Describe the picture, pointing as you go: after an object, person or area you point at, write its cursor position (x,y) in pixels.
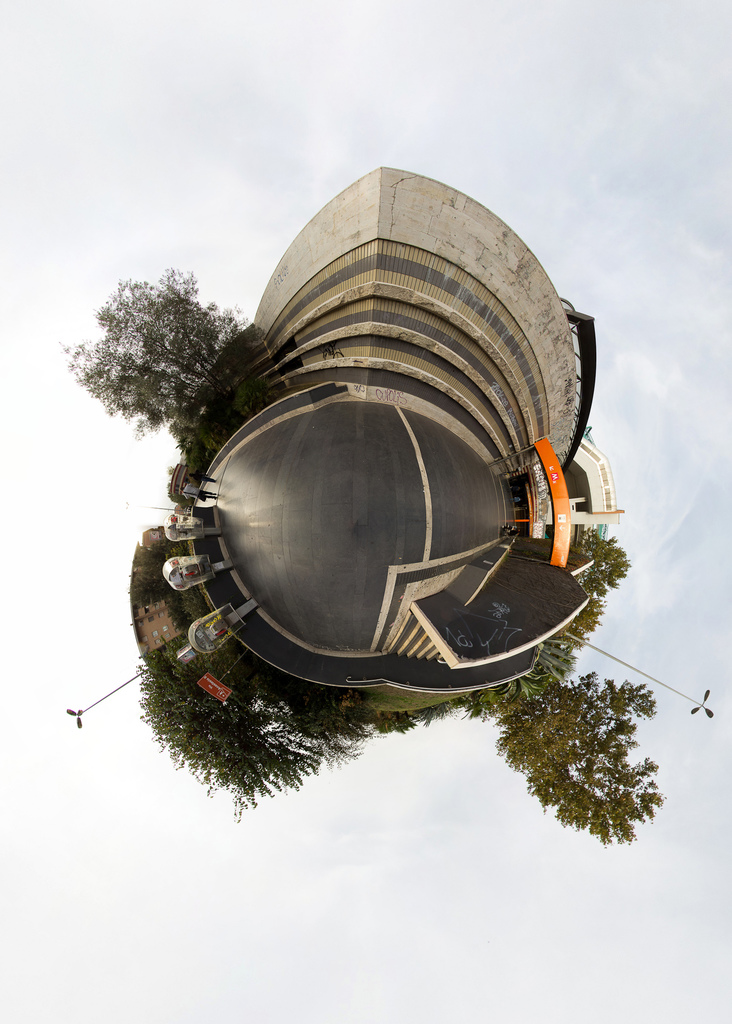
In this picture I can see in the middle (442,534) it is an edited image, it looks like a building (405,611) and there are trees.
